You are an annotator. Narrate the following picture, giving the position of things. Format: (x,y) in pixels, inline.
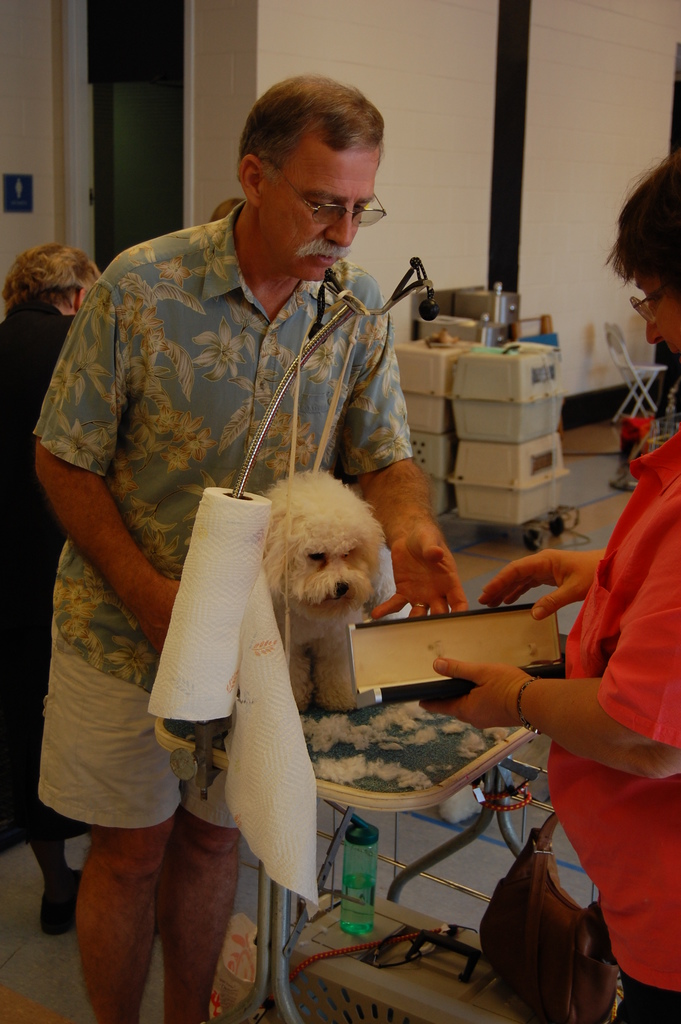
In this image I can see few people (627,677) standing, at the middle (287,530) there is a dog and few other objects (402,684), also there are some boxes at back.
